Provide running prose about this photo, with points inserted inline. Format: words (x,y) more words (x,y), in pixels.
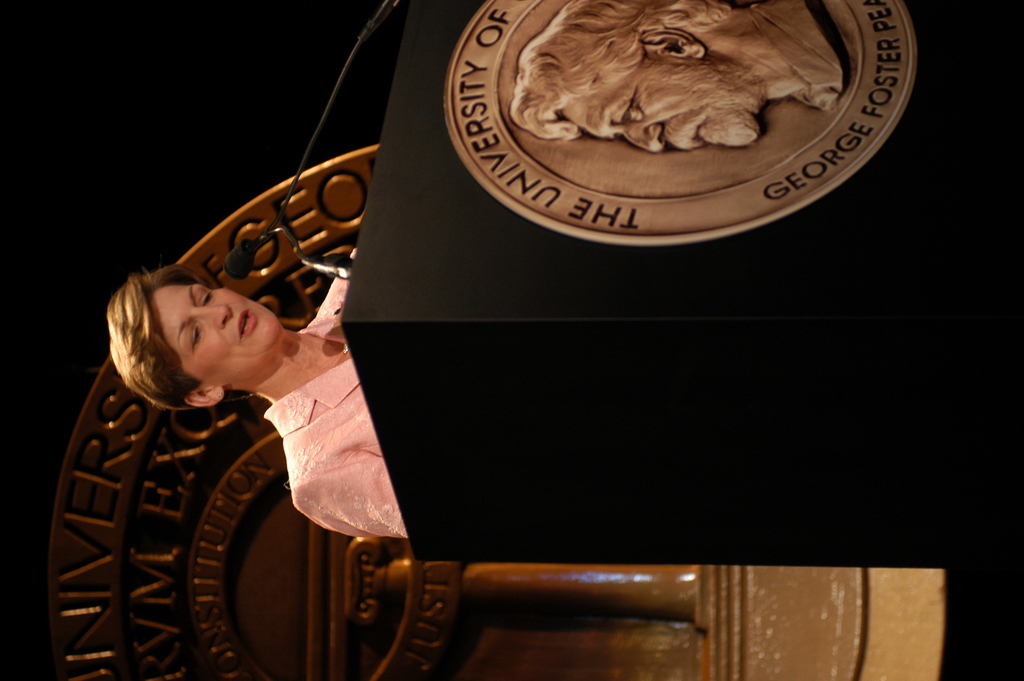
In this picture we can see a tilted image of a person (216,342) standing behind a podium (383,342) with a mike (257,241). We can see a golden emblem (503,125) on the podium (594,272) and on the wall (18,306) behind the woman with some image (343,610) and text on it.
